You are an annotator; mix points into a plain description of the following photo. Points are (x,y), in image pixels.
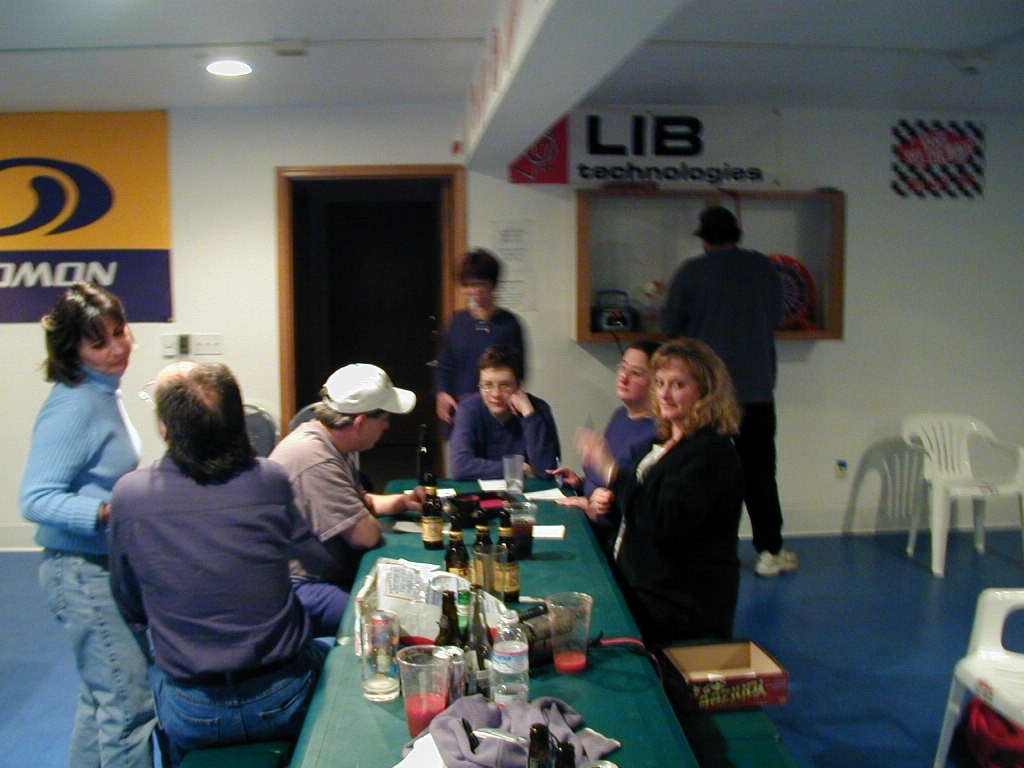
This is a picture taken in a room (34,714), there are a group of people (635,524) sitting on bench (701,762) in front of these people (651,602) there is a table (607,666) on the table (595,618) there are glasses (422,677), bottles (493,672), cloth (486,740) and a board (401,603) and some people (87,462) are standing on the floor (841,649). Behind the people (389,505) there is a door (356,344) and a wall (901,298) on the wall (925,276) there are banners (106,167) and a switch board (185,349).
